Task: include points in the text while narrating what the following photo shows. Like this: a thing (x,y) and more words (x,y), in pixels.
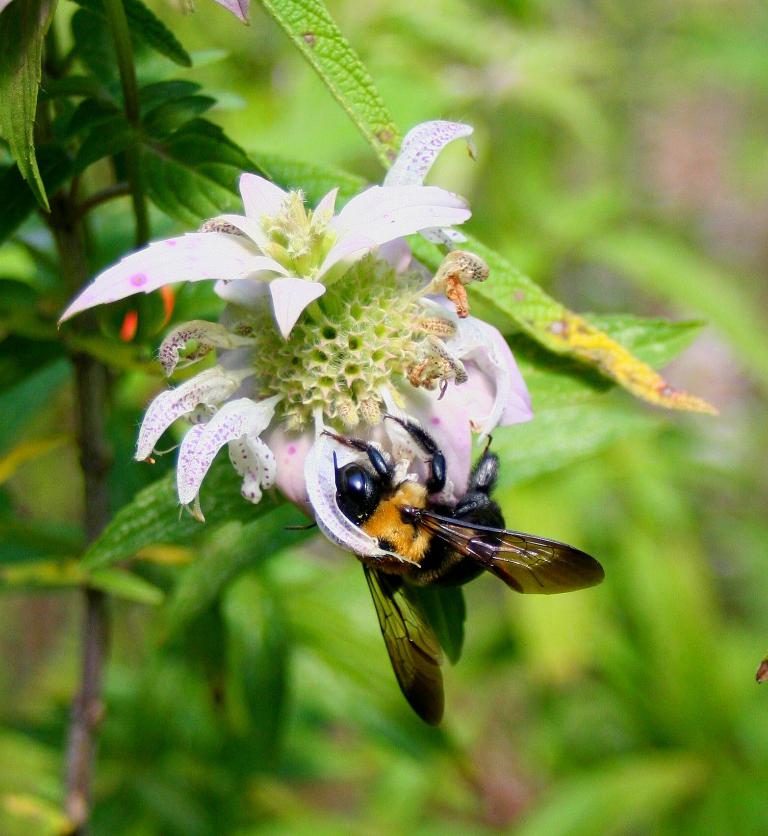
Here in this picture we can see a bee (449,557) present on a flower (348,349), which is present on a plant (159,130) over there.
